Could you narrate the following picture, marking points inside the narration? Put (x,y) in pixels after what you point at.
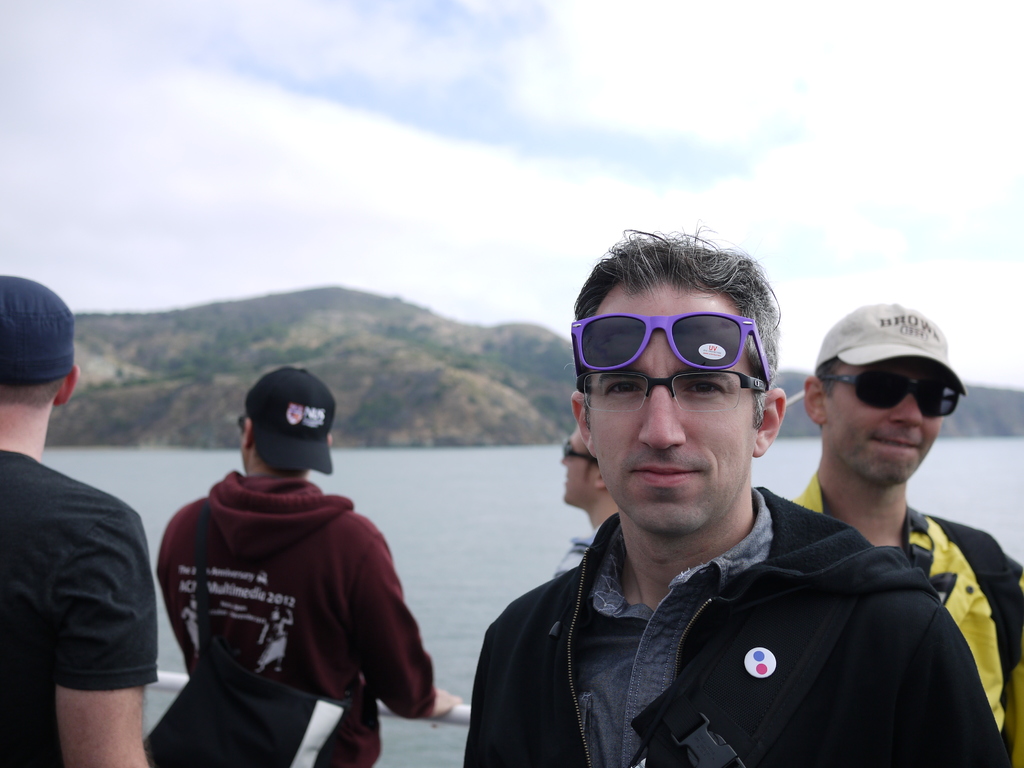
People (391,574) are standing. A person (846,740) at the front (838,695) is wearing a black coat (841,703), spectacles (692,386) and goggles (612,348) is present on his head (651,375). There is a white fencing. behind that there is water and mountains (452,414) are present at the back (297,355).
